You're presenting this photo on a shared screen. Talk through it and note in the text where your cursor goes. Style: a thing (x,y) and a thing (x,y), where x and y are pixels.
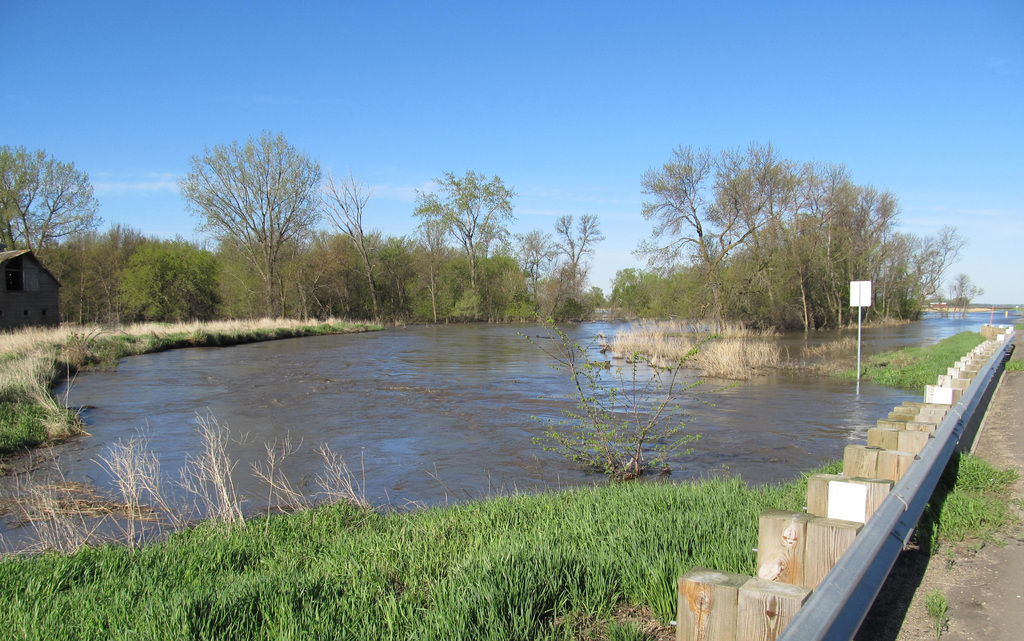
In the background (915,108) we can see the sky (425,166). In this picture we can see the trees (838,291), water (806,385), plants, grass (690,511), board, pole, wooden objects (760,619) and railing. On the left side of the picture (17,291) we can see a house (17,291).
